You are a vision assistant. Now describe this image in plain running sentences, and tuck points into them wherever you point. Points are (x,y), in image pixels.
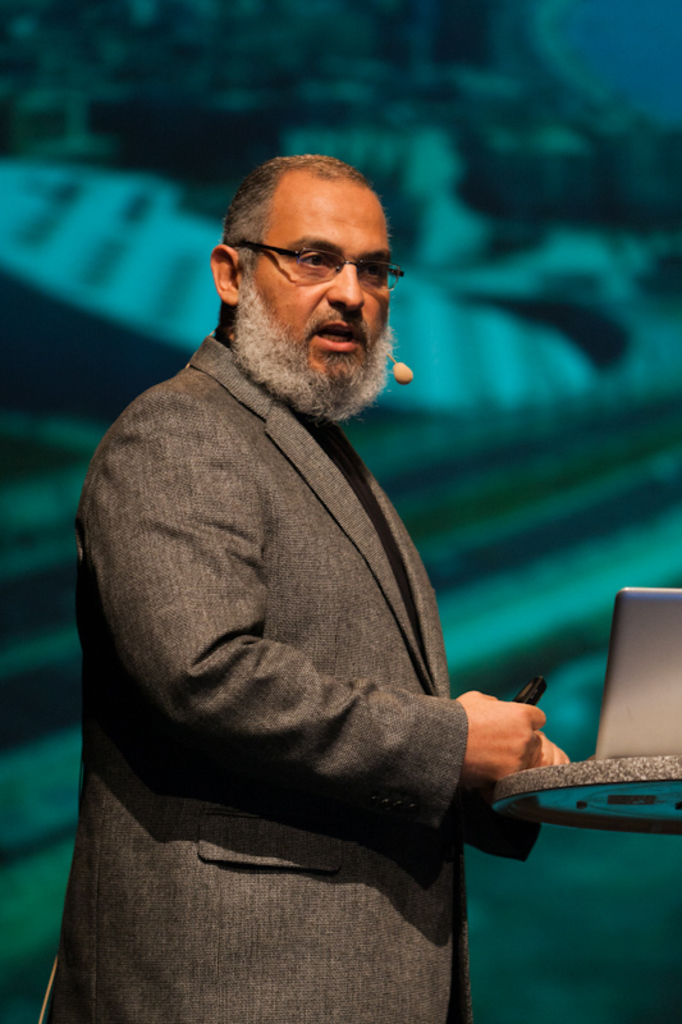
In this image I can see a man (271,642) is standing. The man (270,486) is wearing spectacles (366,287), a coat (307,810) and holding something in hands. Here I can see a laptop (601,718) on a surface (592,779).
